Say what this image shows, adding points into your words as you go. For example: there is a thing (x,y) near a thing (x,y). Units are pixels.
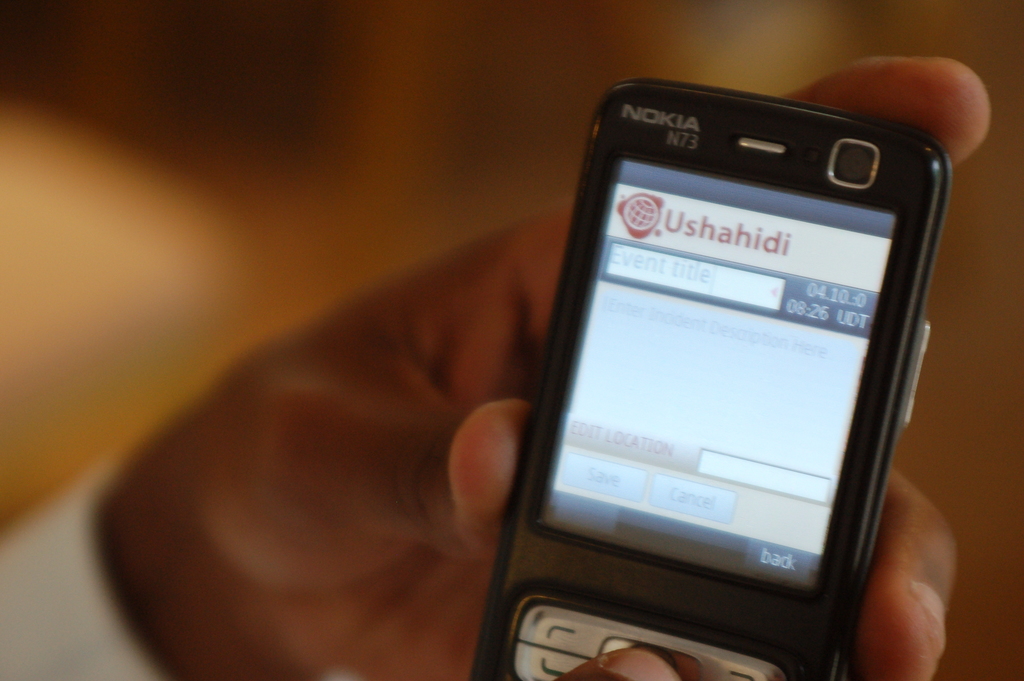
There is a phone (560,333) in the hand (461,396) in the foreground area of the image (574,260) and the background (233,8) is blurry.
